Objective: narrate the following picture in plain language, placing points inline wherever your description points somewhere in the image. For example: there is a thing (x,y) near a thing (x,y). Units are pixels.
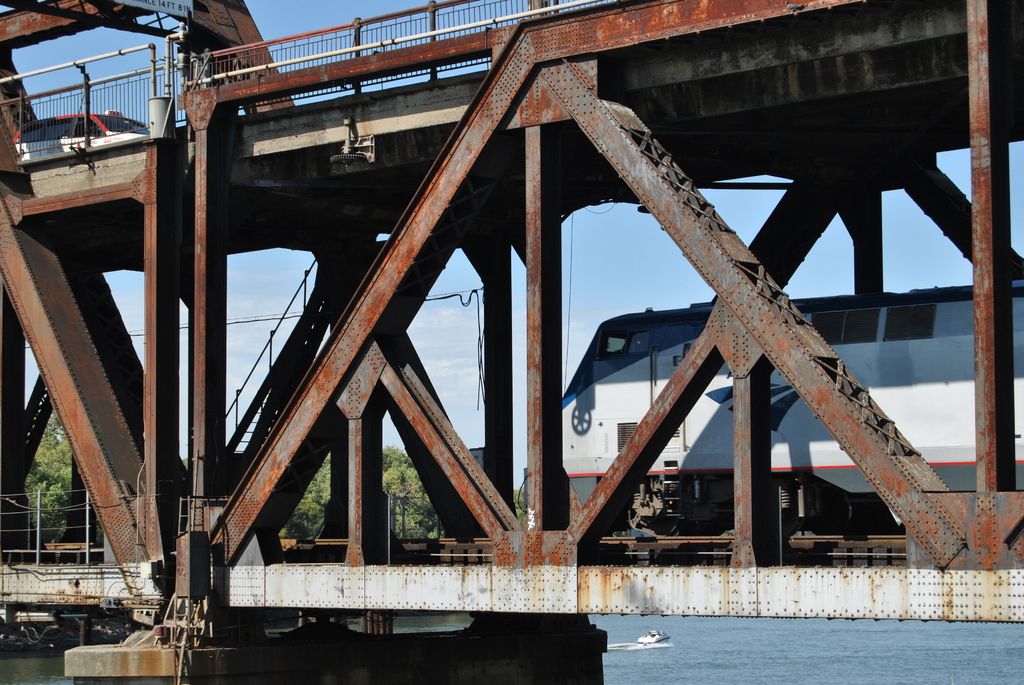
In this image I can see a train (858,483) which is in white and gray color. I can also see a bridge (424,425), background (607,307) I can see trees (39,456) in green color and the sky (519,332) is in white and blue color.
